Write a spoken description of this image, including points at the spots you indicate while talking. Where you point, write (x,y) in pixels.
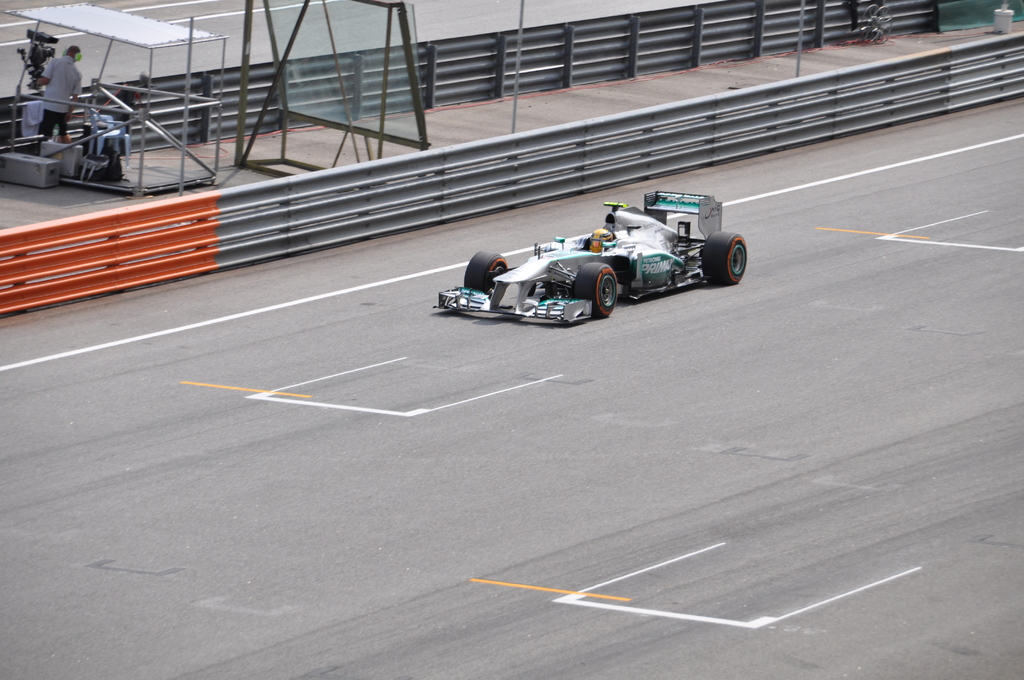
This image is clicked outside. There is a person (74,118) in the top left corner (44,119). There is a small vehicle (555,254) in the middle (522,288). In that there is a person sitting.
